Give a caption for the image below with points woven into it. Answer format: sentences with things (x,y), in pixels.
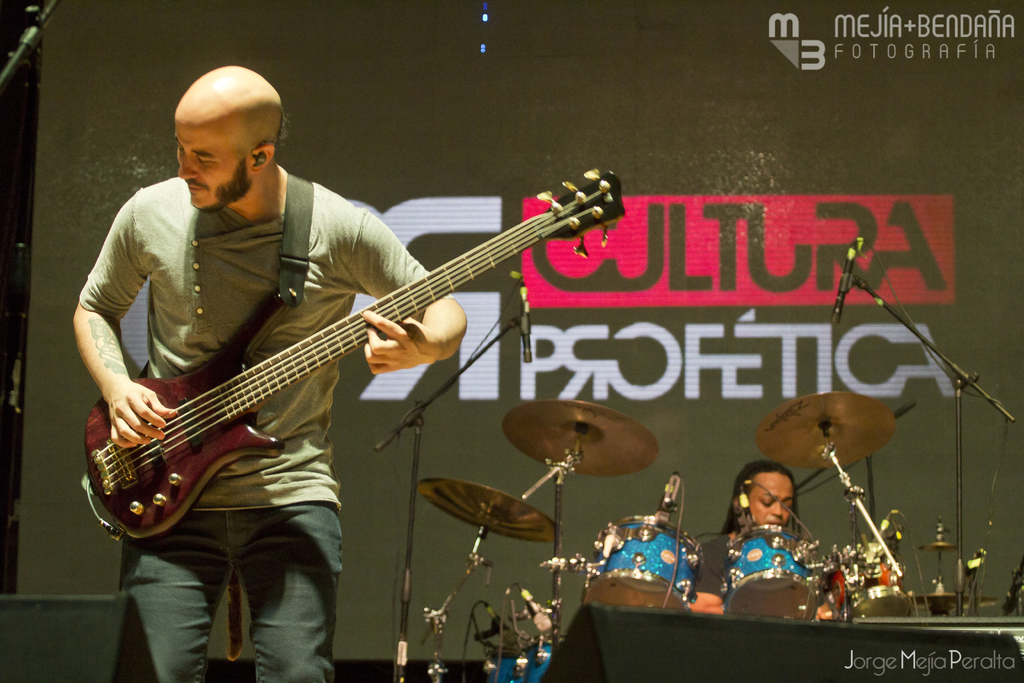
In this image there are two persons (231,308) at the left side of the image (175,339) there is a person (232,329) wearing T-shirt (160,358) playing guitar (359,329) and at the right side of the image (714,598) there is a person (780,509) beating drums (757,601) and at the background (648,123) there is a black color sheet (681,248).
